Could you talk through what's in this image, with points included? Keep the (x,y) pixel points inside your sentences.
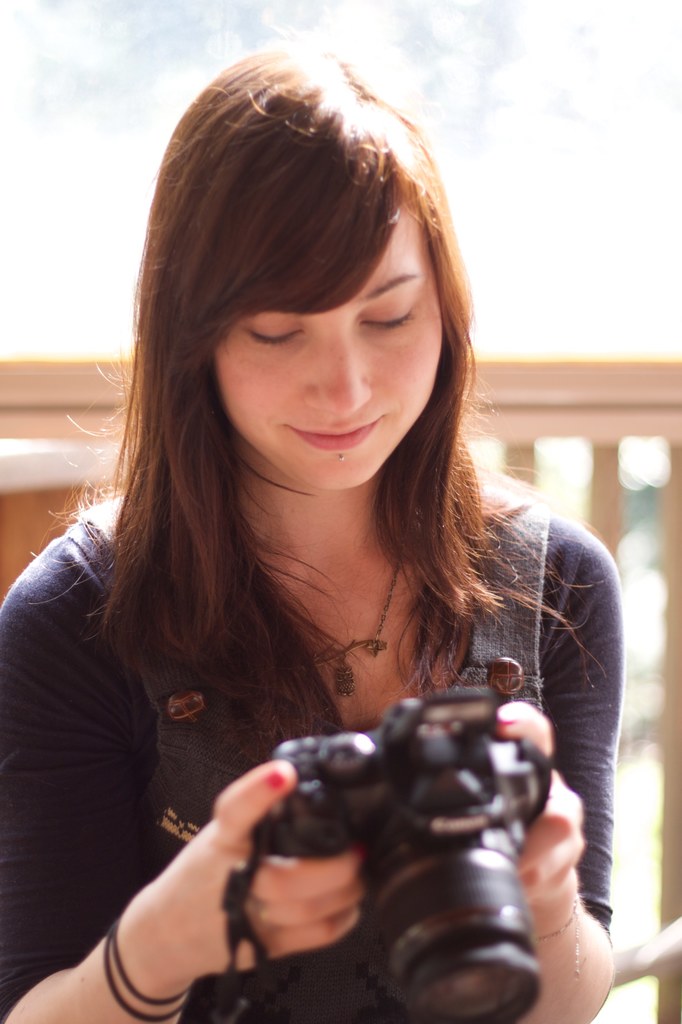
In this image, there is a lady (169,304) standing and holding a camera (434,815) on the bridge (622,439). In the background (623,353) top of the image (175,28), there is a sky (592,279) is visible which is white in color. This image is taken during a sunny time.
